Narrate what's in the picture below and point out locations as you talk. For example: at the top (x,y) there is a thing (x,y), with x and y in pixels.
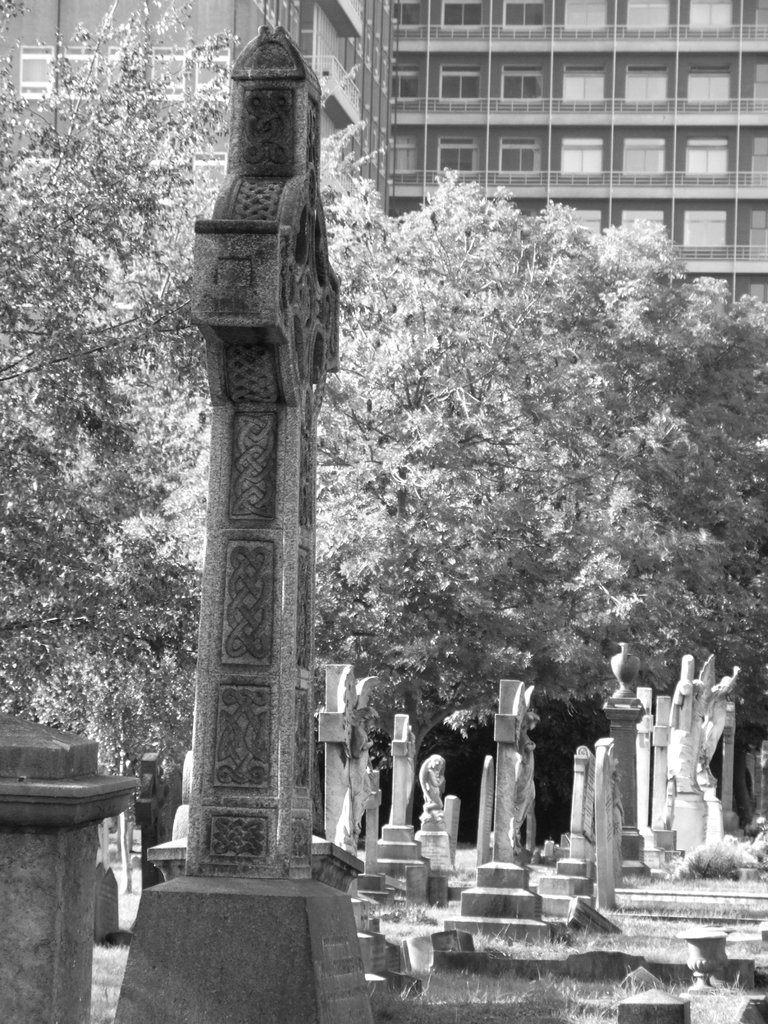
This picture is taken in black and white and it is taken in a graveyard (347,957). At the bottom (343,707), there are stones (532,895). In the center (447,438), there are trees (557,376). On the top (397,88), there are buildings (450,88) with windows (589,157).
